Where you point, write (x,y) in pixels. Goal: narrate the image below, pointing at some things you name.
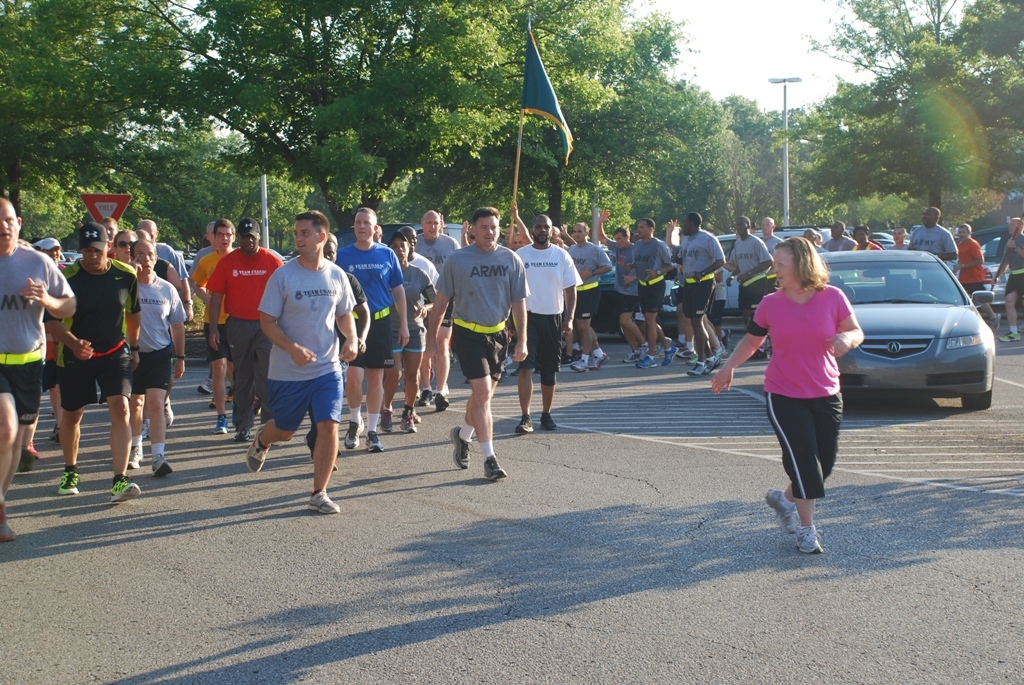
This image is clicked on the road (556,591). There are many people (336,336) jogging on the road (415,489). To the right (815,359), there is a woman (797,451) jogging on the road (811,566). Behind her there are vehicles (904,279) on the road (631,638). There is a person (511,214) holding a flag (533,99). In the background (456,105) there are trees (831,110) and street light poles (783,82). At the top (714,43) there is the sky (725,38).
